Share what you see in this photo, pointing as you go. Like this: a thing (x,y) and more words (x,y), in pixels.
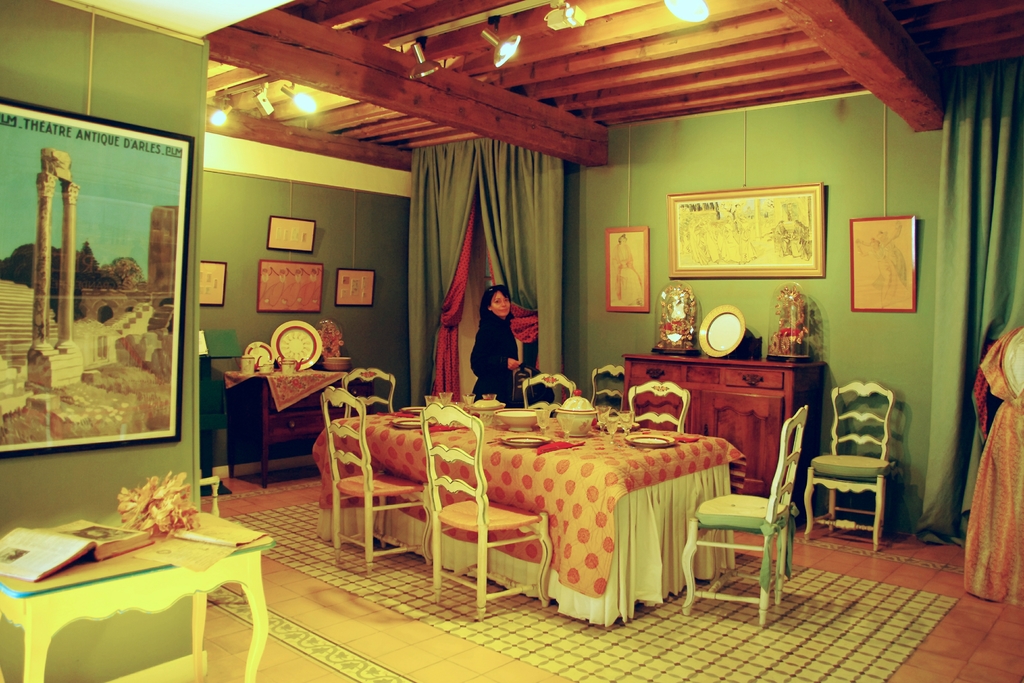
In this picture we can see a woman (505,350) standing on the floor (266,662). This is the table (587,516), and these are the chairs (864,488). Here we can see a frame (222,301) on the wall (75,45). This is the curtain (527,203) and these are the frames (688,253). And there is a cupboard (758,403). And this is the floor (372,624).
